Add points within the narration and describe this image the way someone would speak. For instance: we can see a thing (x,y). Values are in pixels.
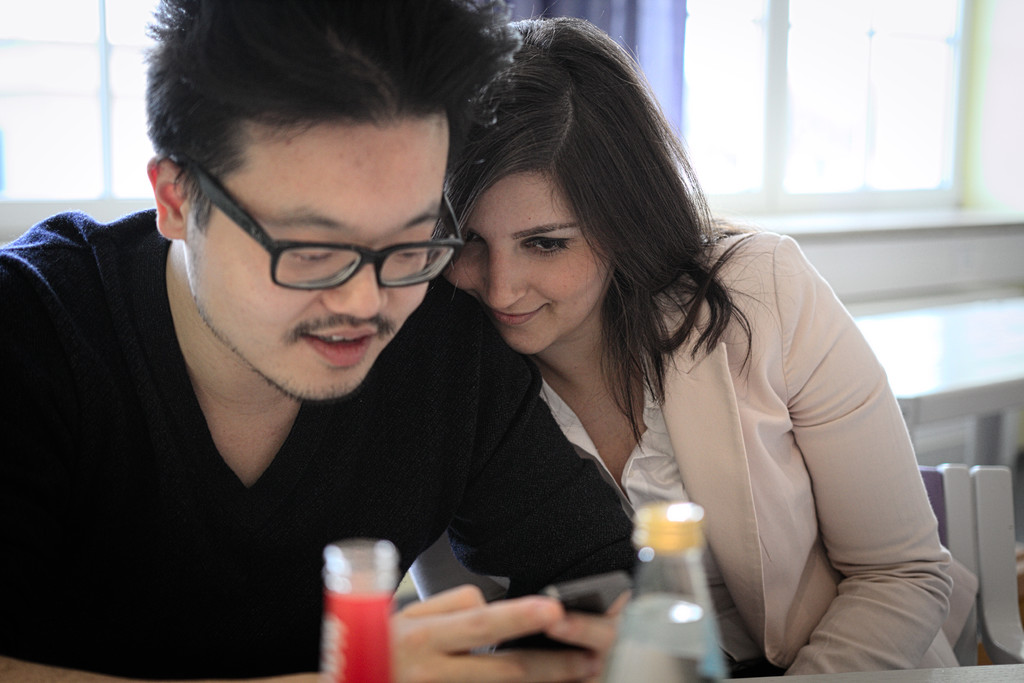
These two persons (447,453) sitting on the chair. This person (564,450) holding mobile (541,646). We can see bottle (641,603). On the background (827,94) we can see window (765,88).
